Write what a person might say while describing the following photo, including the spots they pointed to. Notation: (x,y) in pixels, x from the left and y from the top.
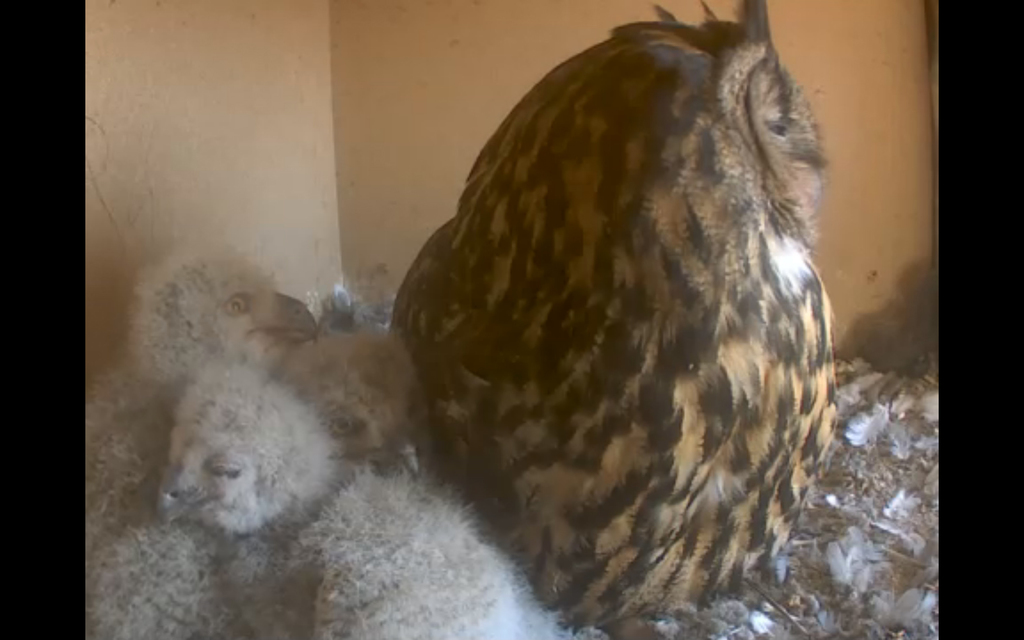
In this image, we can see some birds (215,324) in front of the wall (458,193).
